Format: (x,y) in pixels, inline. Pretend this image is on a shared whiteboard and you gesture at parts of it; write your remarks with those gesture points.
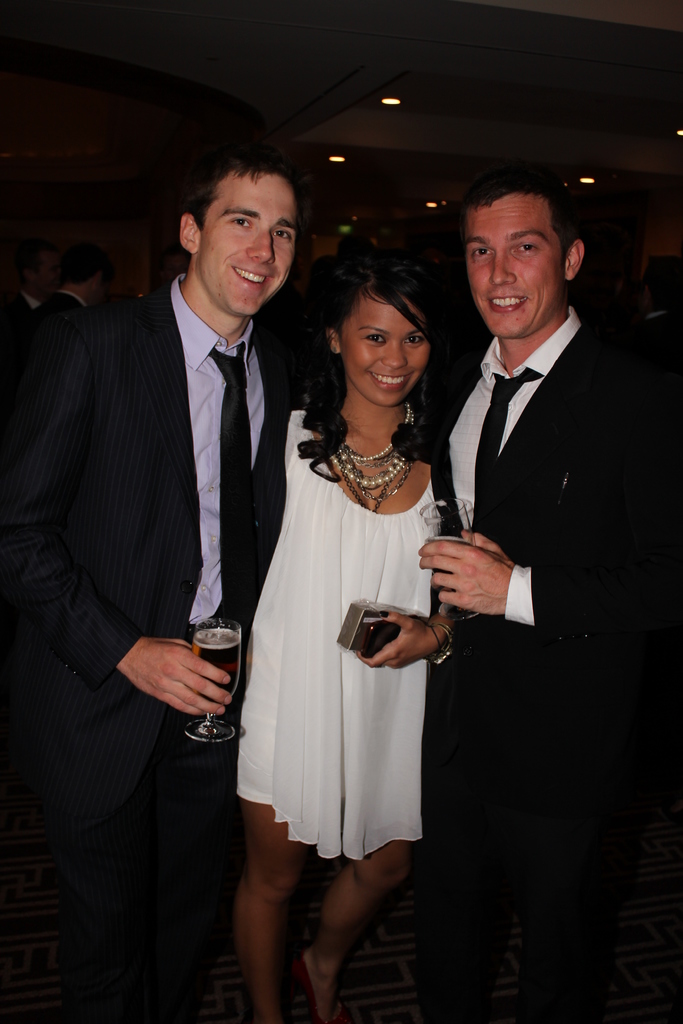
This is an image clicked in the dark. Here I can see two men (619,502) and a woman (343,485) are standing, smiling and giving pose for the picture. Two men (136,527) are wearing black color suits (98,461), light color shirts (200,419) and black color tie (233,414). The man (195,581) who is standing on the left side (119,720) is holding a wine glass (217,657) in the hand (187,664). The woman (362,543) is wearing white color dress (291,678) and holding a mobile (371,634) in the hand (411,643). On the top of the image (340,154) I can see the lights (390,103). In the background (93,253), I can see few people (55,304) in the dark.
